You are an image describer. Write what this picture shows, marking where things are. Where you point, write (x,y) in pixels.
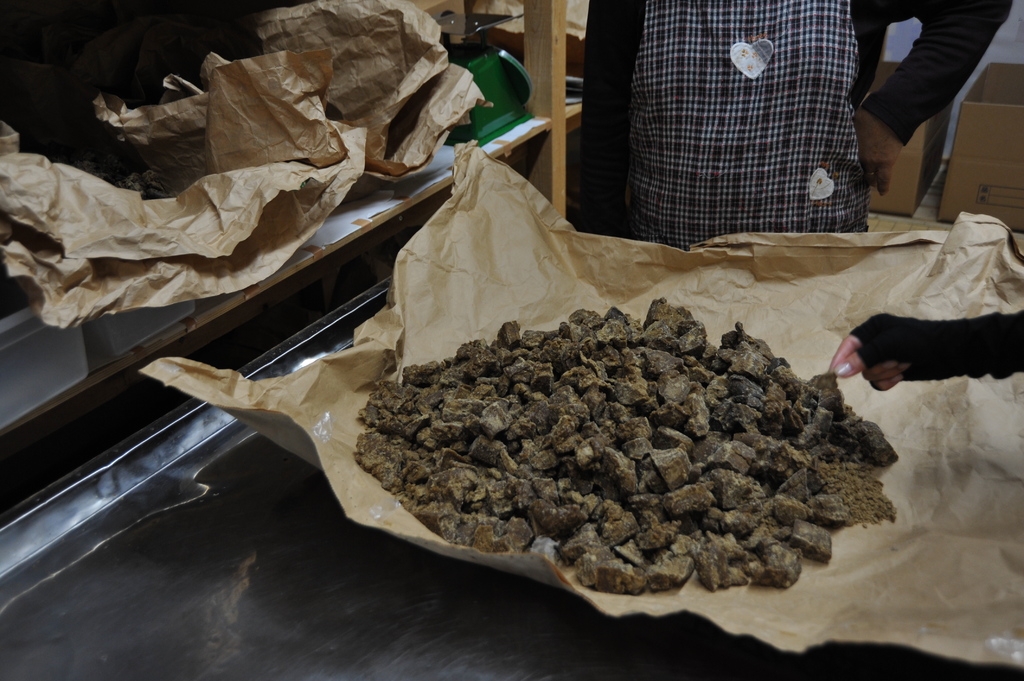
In this image we can see a person (629,218) standing and there is a person's hand (991,369) on the right side of the image (980,375). In the middle of the picture (567,398) we can see some objects (717,446) which looks like a food item (599,393) and to the side, we can see a rack (540,39) with some objects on it.
